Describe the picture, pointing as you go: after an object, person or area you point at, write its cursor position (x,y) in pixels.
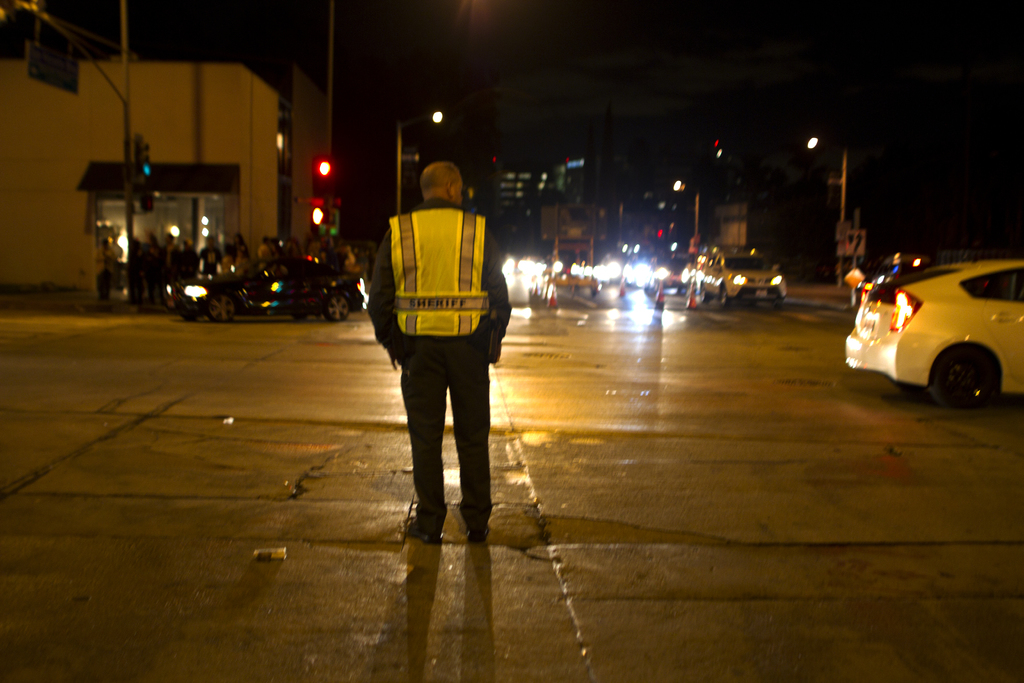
In this picture we can see a man (467,345) is standing in the front (449,323), there are vehicles (633,269) and some people (246,254) in the middle (606,267), in the background (253,89) there are buildings (160,175), on the left side (39,74) we can see poles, traffic lights (318,185) and a board (39,74), there is a dark background (362,165).
